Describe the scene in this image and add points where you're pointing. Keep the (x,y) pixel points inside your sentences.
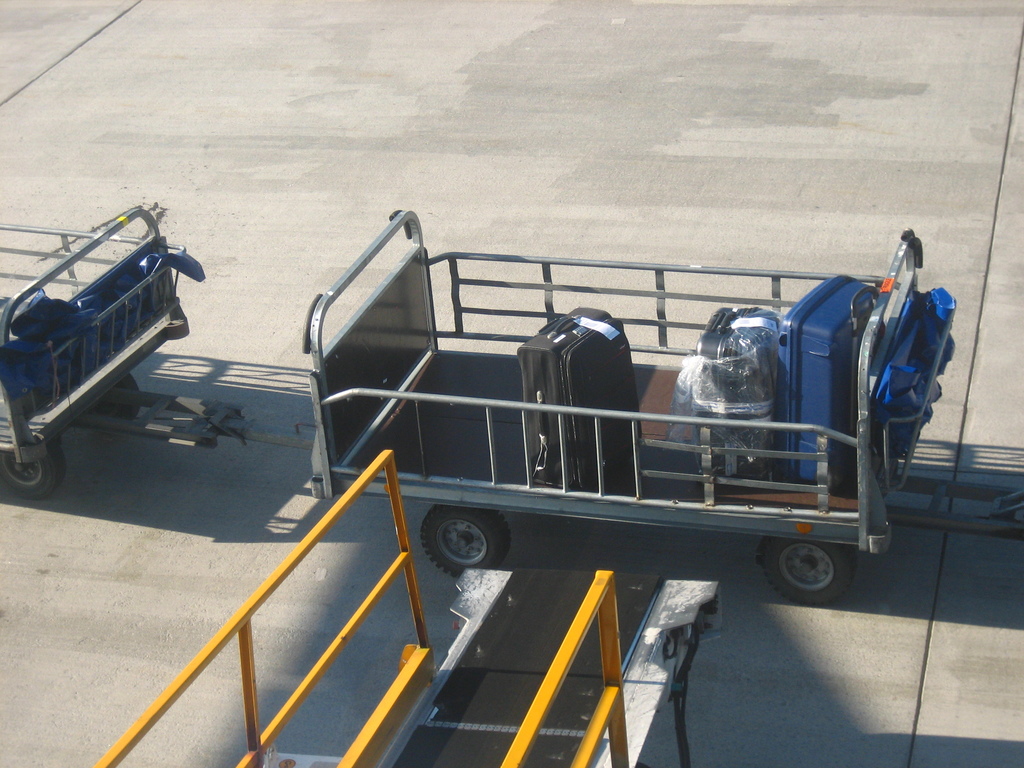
In this picture I can see there is a trolley (698,452) and there are many other trolley's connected to it and there are suitcases (798,387) placed on the trolley (365,394).
